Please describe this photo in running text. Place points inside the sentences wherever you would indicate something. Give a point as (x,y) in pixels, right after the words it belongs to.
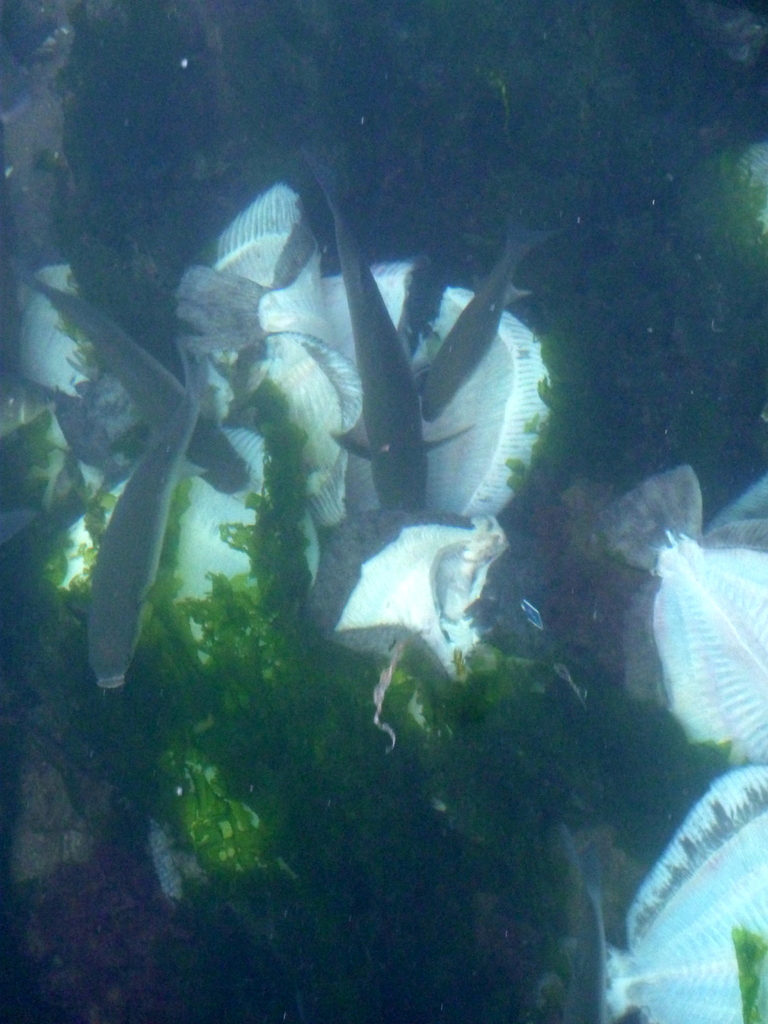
Here we can see an underwater environment, in this picture we can see some plants (294,724) and fishes (268,340).
